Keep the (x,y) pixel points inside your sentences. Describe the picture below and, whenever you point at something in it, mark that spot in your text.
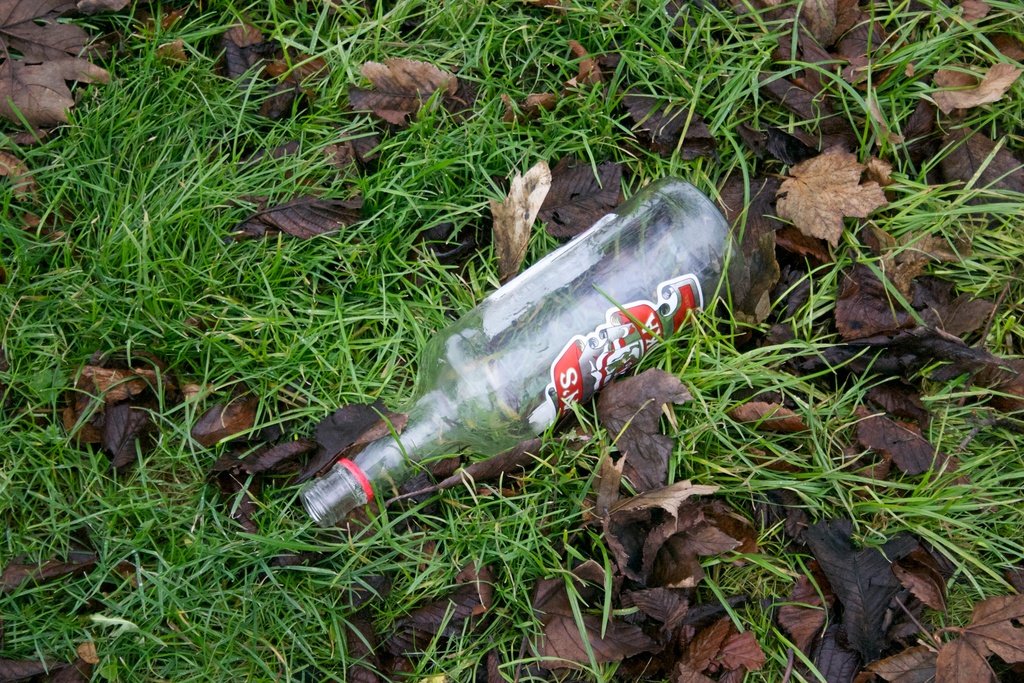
In the given image we can see a liquor bottle (504,304) lying on grass (268,246). These are dry leaves (631,498).
